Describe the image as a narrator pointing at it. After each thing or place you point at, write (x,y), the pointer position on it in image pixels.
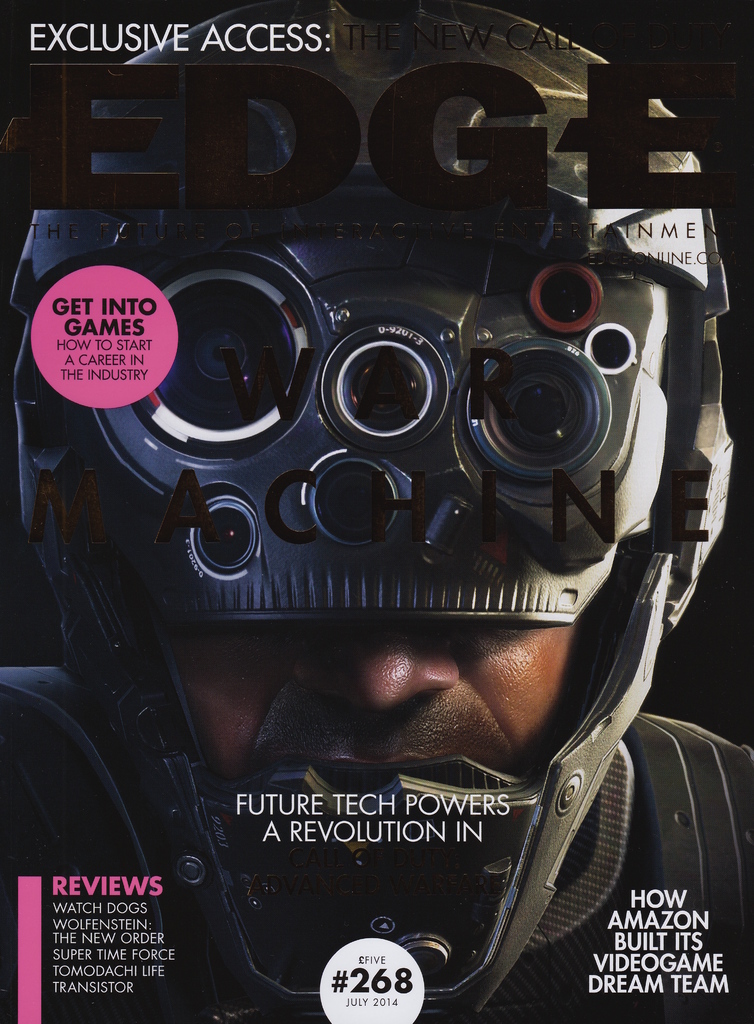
In this picture we can see a man (404,767) here, he wore a helmet (569,320), we can see some text (79,199) here.
